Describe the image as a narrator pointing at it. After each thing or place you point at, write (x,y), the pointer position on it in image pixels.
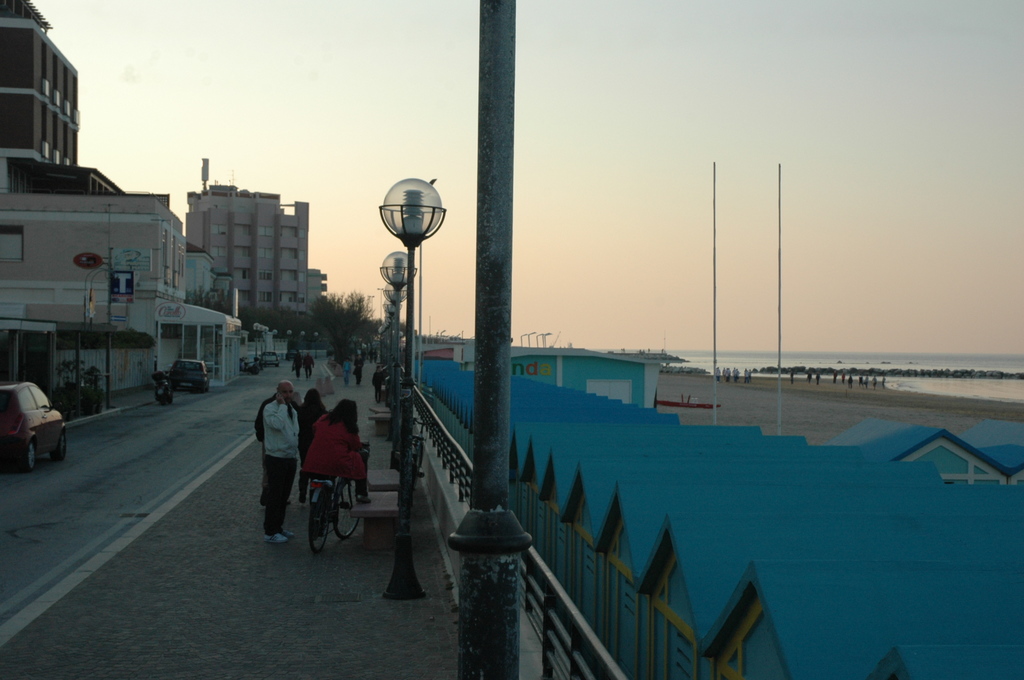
In this picture there is a shed (455,403) on the right side of the image (704,456) and there are buildings (100,251) and cars (9,408) on the left side of the image (137,241), there are people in the center of the image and there are poles (413,308) in the center of the image (478,449).
